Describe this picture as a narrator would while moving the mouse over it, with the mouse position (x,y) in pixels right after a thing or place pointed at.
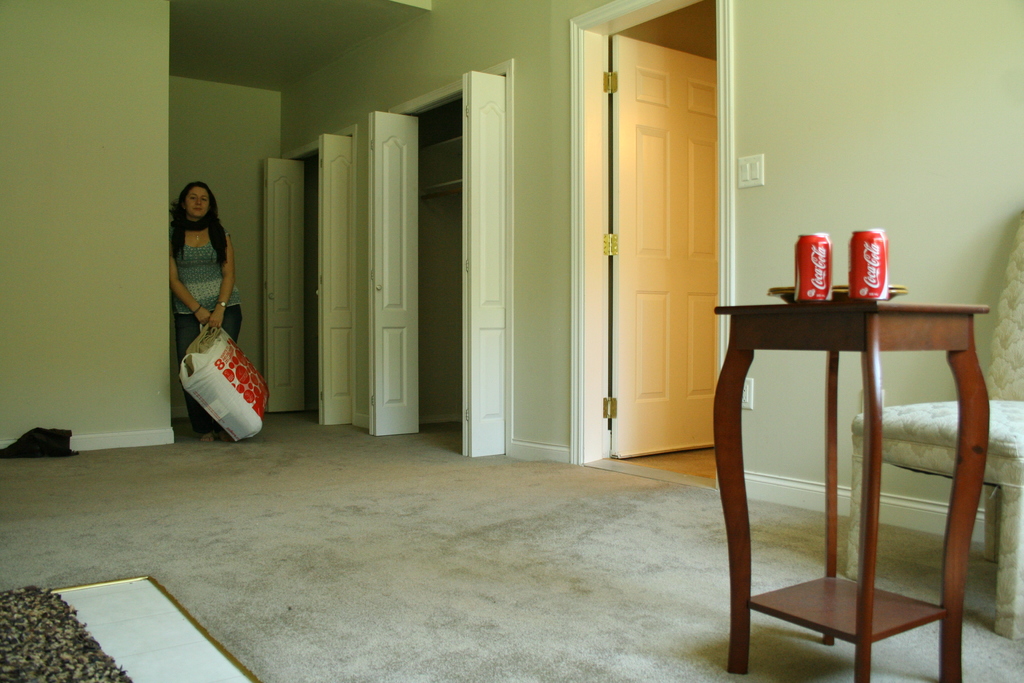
The picture taken inside the house (359,276) a woman (209,289) is standing beside the wall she is holding some cover (215,365) in her hand (204,313), to her right side there are three doors (617,261), in the front there is a table (832,578) and there are two Coca-Cola tins (816,268) and a plate (829,295) on the table (854,327) beside the table (925,309) there is a chair (997,441), in the background is a green color wall (845,127).
